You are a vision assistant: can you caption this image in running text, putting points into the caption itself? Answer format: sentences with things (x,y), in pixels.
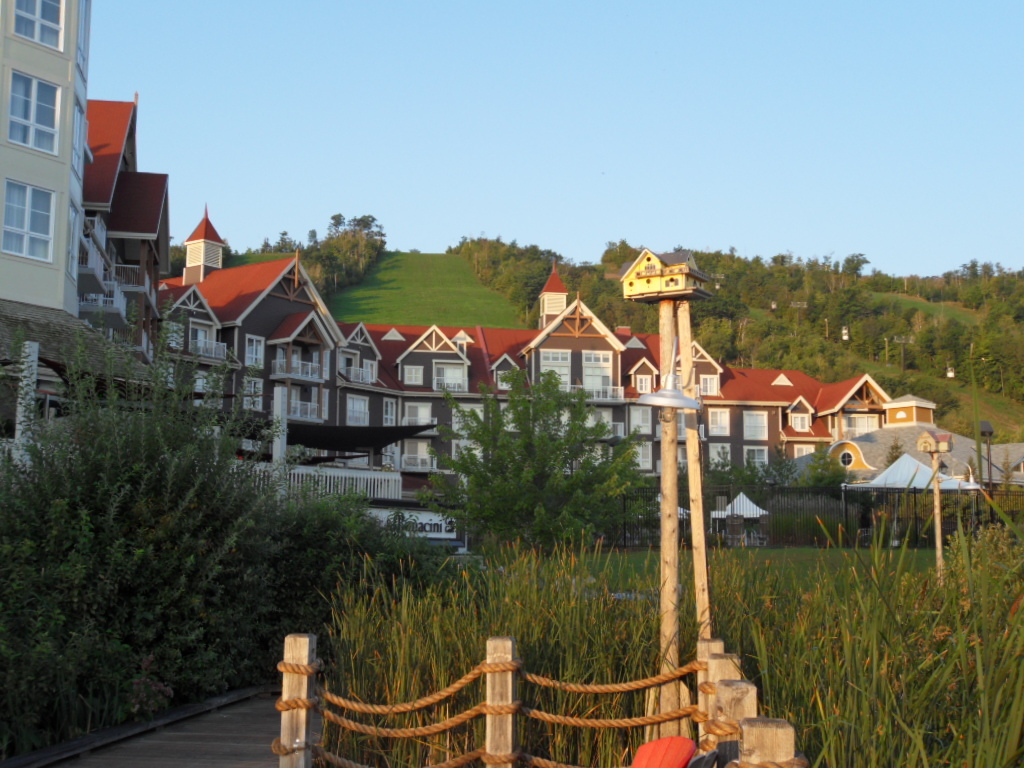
In this image we can see many trees (831,338) and plants (970,653). There is a walkway (168,755) in the image. There is a fence (579,724) in the image. There is a grassy land (533,725) in the image. There are many buildings (880,432) and they are having many windows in the image.
